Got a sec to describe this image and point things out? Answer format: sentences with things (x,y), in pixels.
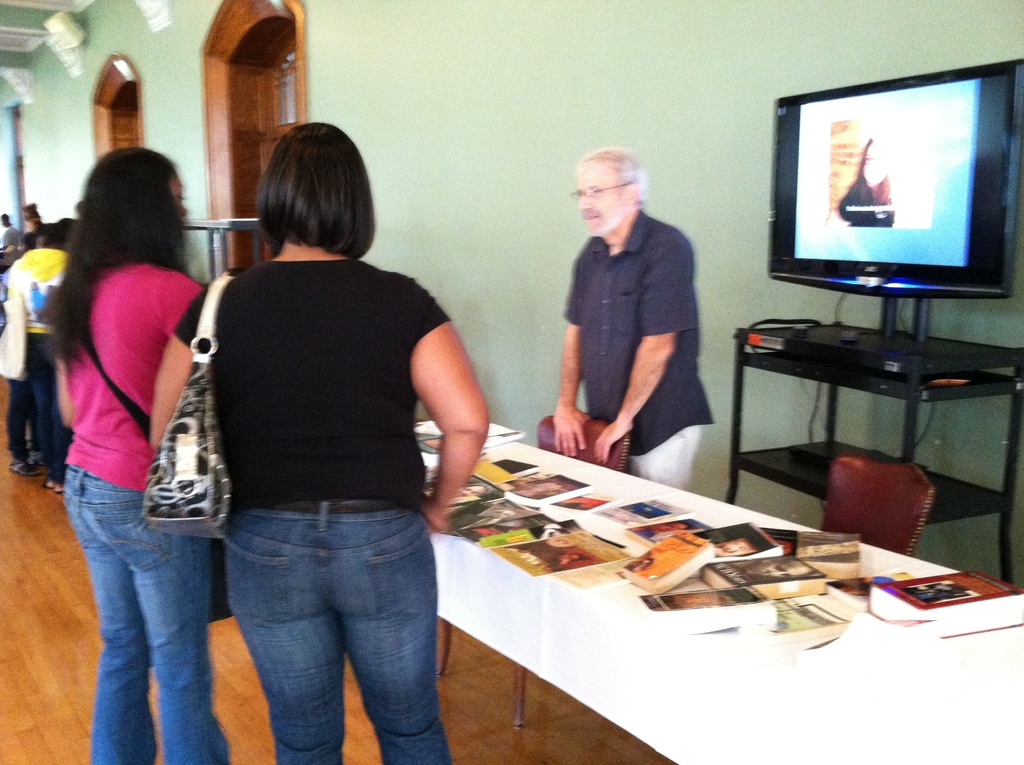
These two women (312,650) are standing and wore handbags (212,453). In-front of them there is a table (685,689), on this table (750,693) there is a cloth (718,649) and books (786,589). This person (625,350) wore blue shirt (608,380) and holding a chair (598,431). On this table (771,364) there is a television (919,201). Far few persons (40,232) are standing.
